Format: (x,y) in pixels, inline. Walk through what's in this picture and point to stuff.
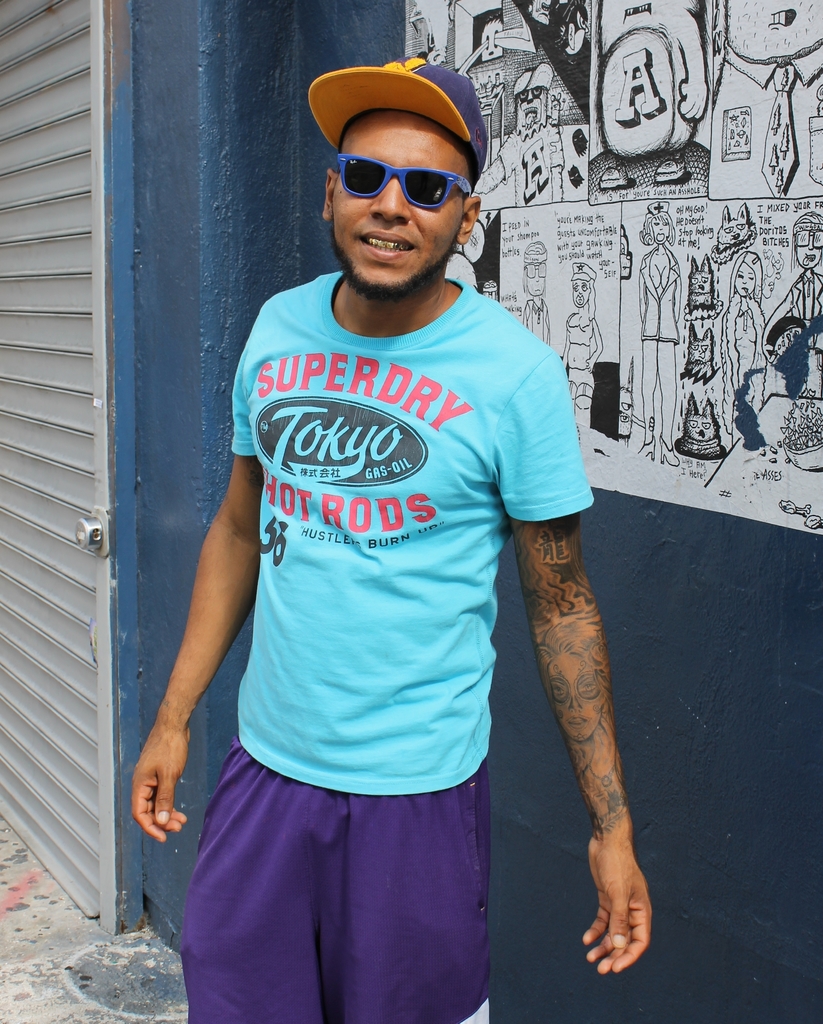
In this image I can see a man (476,689) is standing in the front (305,608). I can see he is wearing t shirt (379,433), purple colour pant (346,877), shades (376,182) and a cap (455,113). On his t shirt (366,420) I can see something is written and in the background (536,9) I can see painting (556,25) of cartoon characters (647,263) on the wall (668,256). On the left side of this image (73,55) I can see a white colour shutter (53,359).
